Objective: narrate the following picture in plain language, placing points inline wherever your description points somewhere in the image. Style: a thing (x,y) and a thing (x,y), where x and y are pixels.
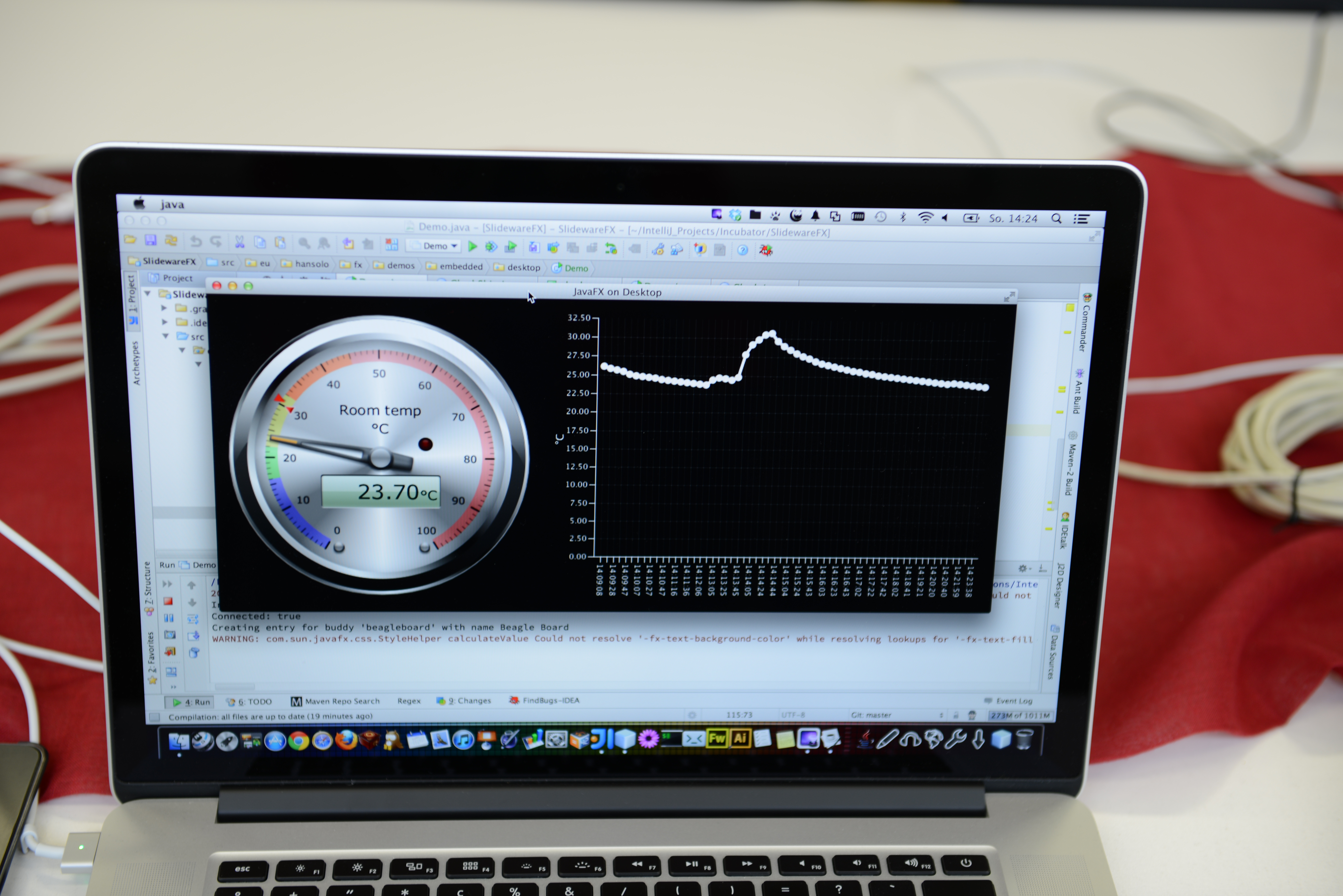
In this image, there is a laptop (362,645) showing statistics (575,548) of a temperature on the screen (744,290). There is a cable (1263,481) on the right side of the image (1245,473).
